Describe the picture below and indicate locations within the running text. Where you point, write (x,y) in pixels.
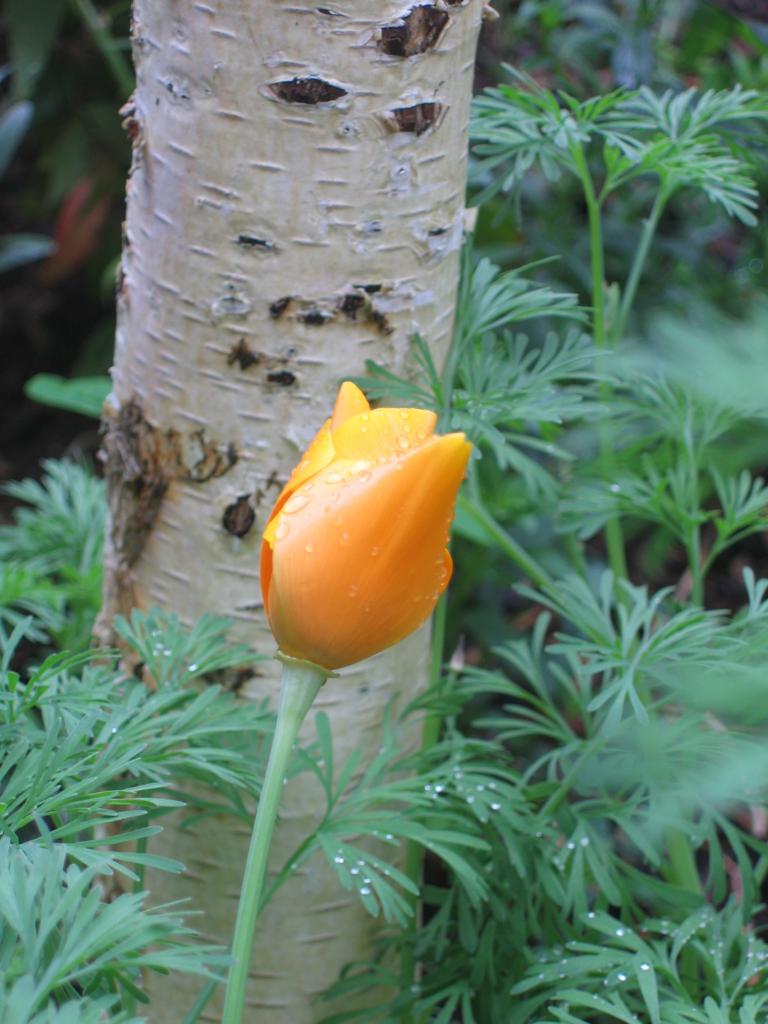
In the image there is a poppy (363,610) in the front (318,620) and behind it there is a tree (224,299) with plants (687,462) all around it.
